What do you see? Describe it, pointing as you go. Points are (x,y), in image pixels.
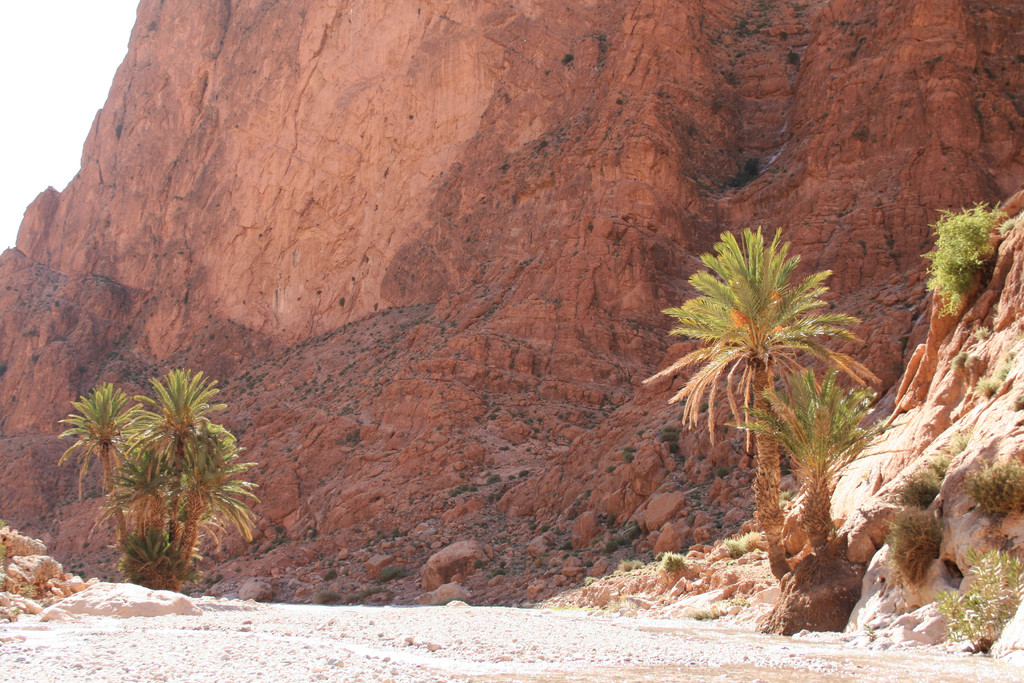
This image is taken outdoors. At the bottom of the image (334,631) there is a ground (543,638) with a few stones (201,614) on it. On the left (42,568) and right sides of the image there are a few stones (875,570), rocks (887,595), plants (950,289) and trees (154,500) on the ground (123,653). In the background (512,432) there is a big rock (534,94). At the top left of the image (40,126) there is the sky (47,78).
